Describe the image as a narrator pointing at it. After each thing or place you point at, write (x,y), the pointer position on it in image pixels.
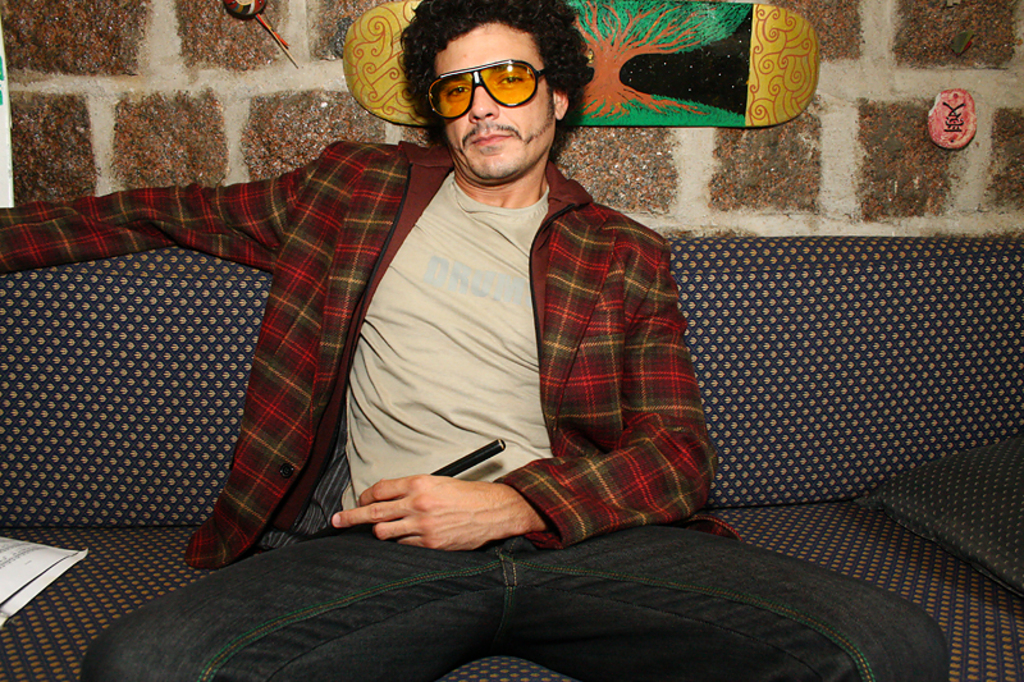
In the image we can see a man (454,322) wearing clothes (440,341), goggles (519,84) and he is sitting. He is holding the stick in his hand (389,530). Here we can see couch (806,492), stone wall (208,54) and skateboard (390,74) stick to the wall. On the couch (844,499) we can see pillow (955,520) and paper (11,589).
